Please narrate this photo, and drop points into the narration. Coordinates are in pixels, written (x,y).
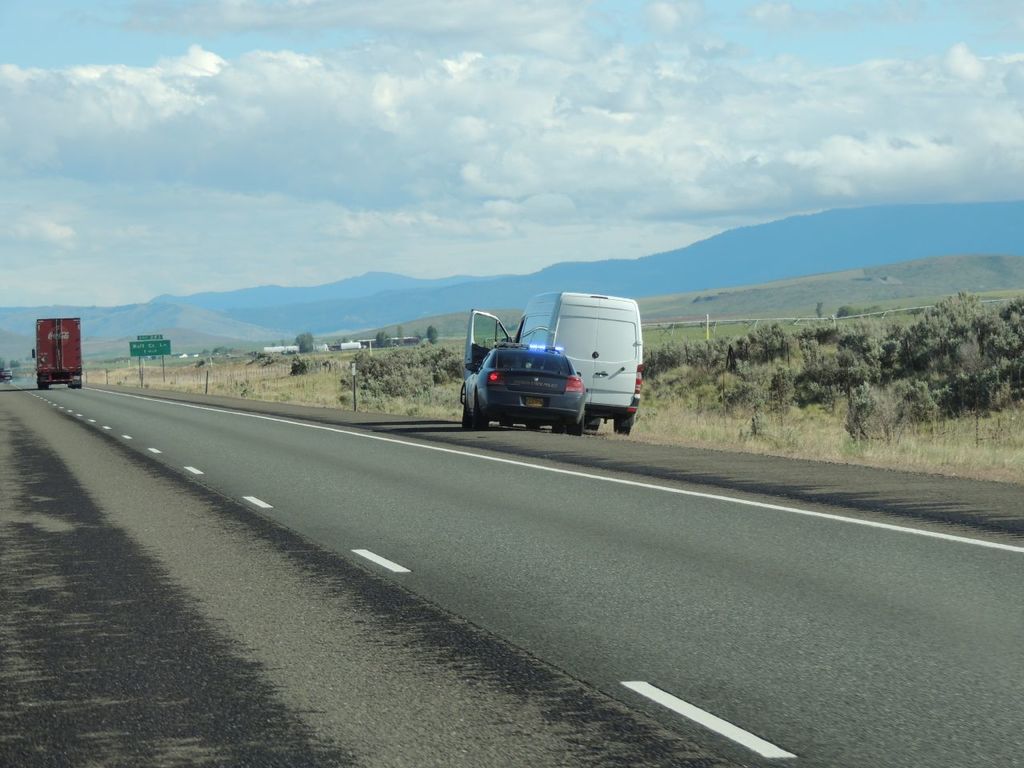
At the bottom of the picture (453,573), we see the road (345,513). We see a red color vehicle (74,353) is moving on the road (310,513). In the middle of the picture (505,344), we see two vehicles (550,394) are parked on the road (352,412). On the right side (911,320), we see trees (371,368). Beside the vehicles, there are poles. We even see a board (151,349) in green color with some text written on it. There are hills (433,295) in the background (562,280). At the top (343,103), we see the sky (343,103) and the clouds (502,116).
